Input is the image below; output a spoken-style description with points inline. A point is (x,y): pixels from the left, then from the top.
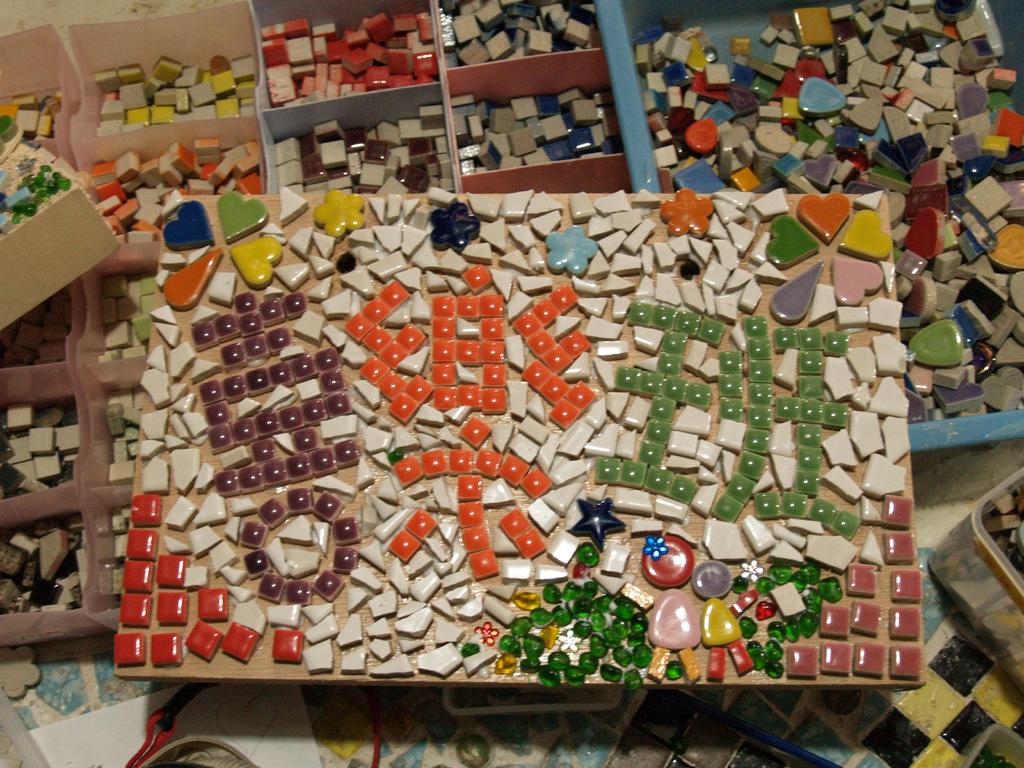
In this image I can see there are puzzle things (582,442) in different colors.
